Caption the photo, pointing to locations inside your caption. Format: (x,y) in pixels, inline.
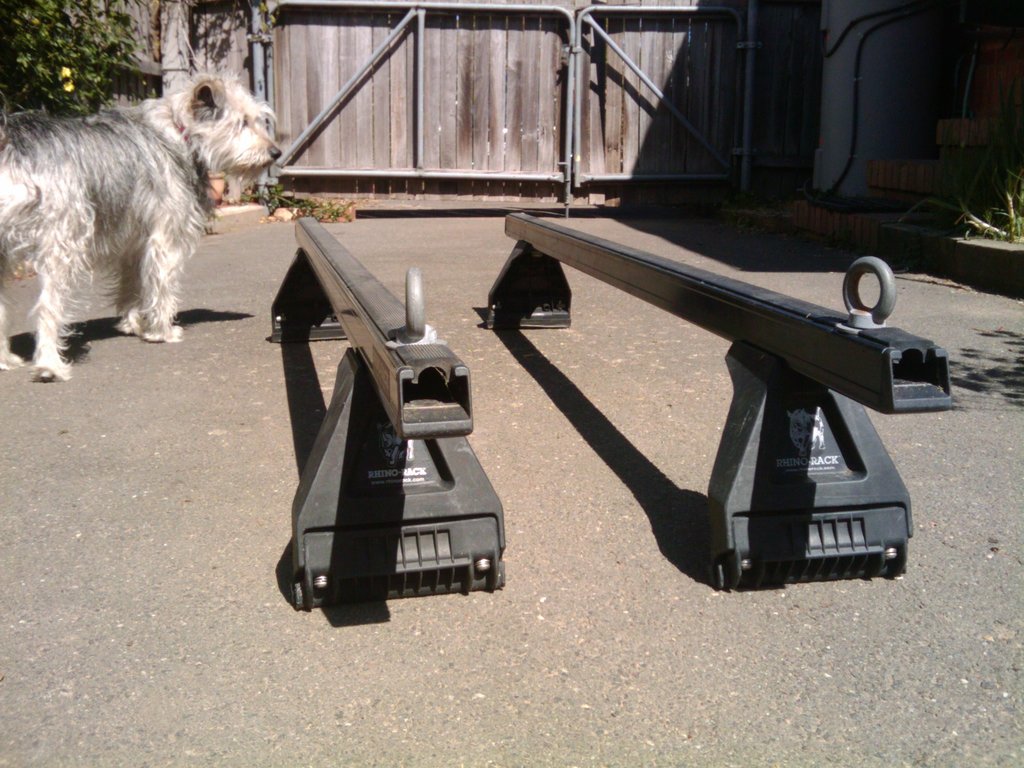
In this image I can see a dog (241,103) on the left side (201,79) and there is a gate (419,19) at the top (737,55) and there are two iron stand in the middle (384,510).
